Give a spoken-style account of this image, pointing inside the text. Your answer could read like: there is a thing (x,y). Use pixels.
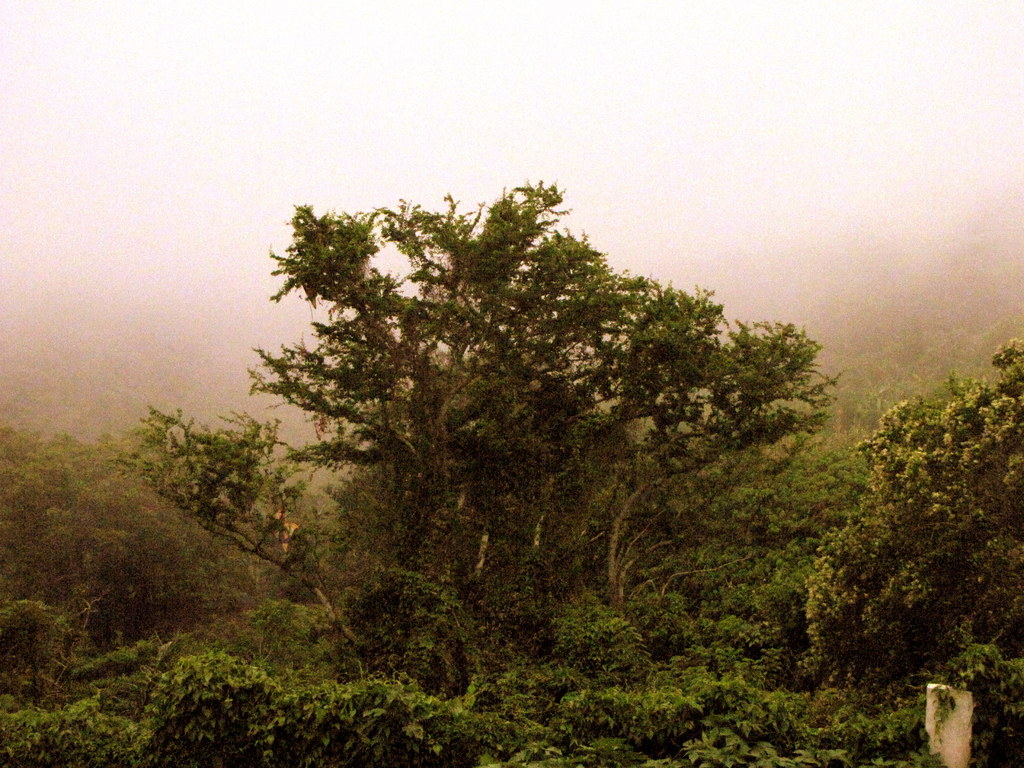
In this picture I can see many trees (854,563), plants (899,539) and grass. In the bottom right corner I can see the wall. In the background (862,250) I can see the fog (722,227).
